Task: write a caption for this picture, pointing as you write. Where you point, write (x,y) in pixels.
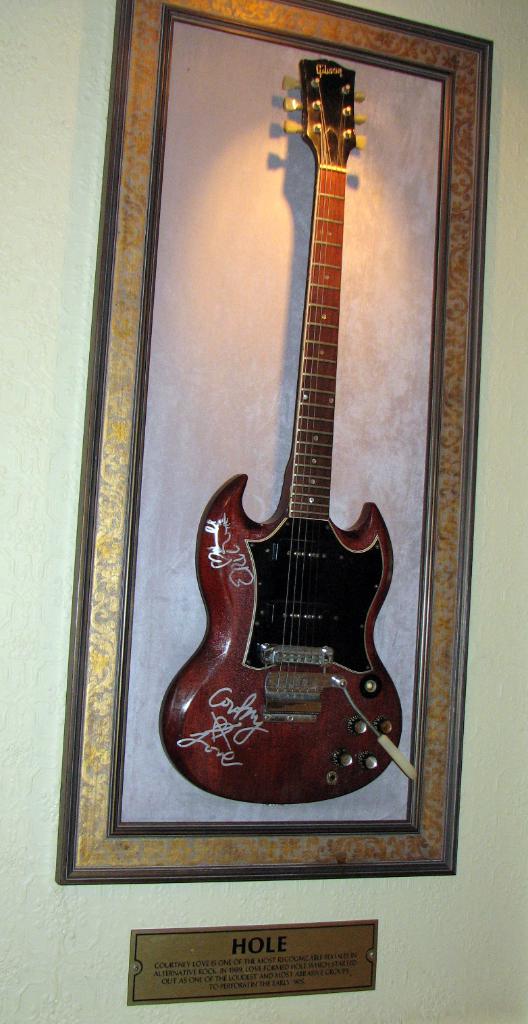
In the picture there is a wall (515,319) on the wall (526,81) there is a frame (323,827) on the frame (312,832) there is a guitar (323,763) near to the frame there is a board (253,936) with the text (264,973).
